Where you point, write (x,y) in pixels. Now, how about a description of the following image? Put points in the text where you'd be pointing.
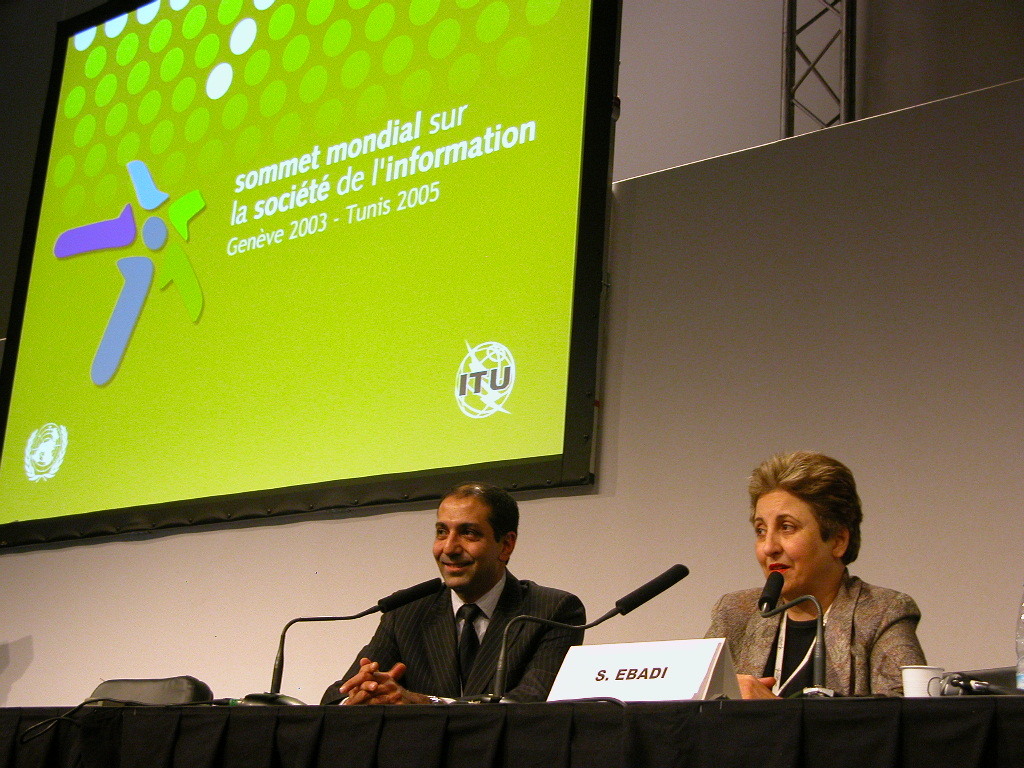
In this picture there are two persons (559,600) sitting in chairs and there is a table (560,712) in front of them which has three mics (297,616) and some other objects (717,650) placed on it and there is a projected image (290,259) in the left corner (241,282).
